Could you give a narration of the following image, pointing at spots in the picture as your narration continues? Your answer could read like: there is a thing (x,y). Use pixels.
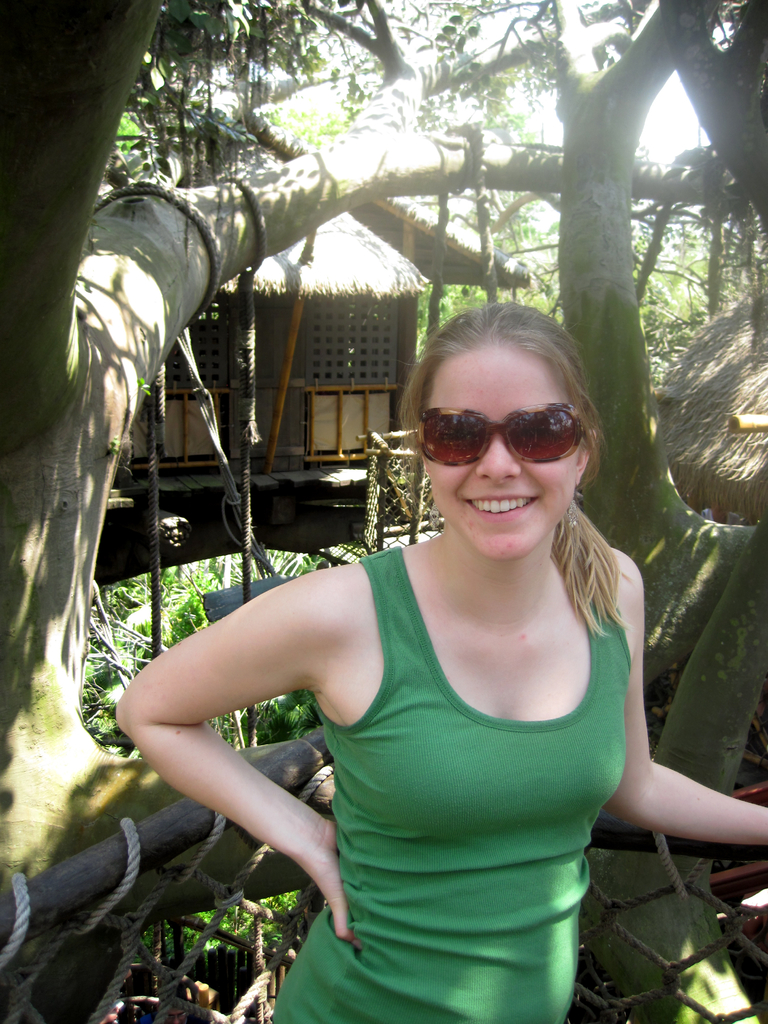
In the center of the image (419,582) there is a girl (432,882) standing. In the background (54,485) there is a wooden hut (310,313), trees (303,156), plants (177,612) and sky (656,156).
